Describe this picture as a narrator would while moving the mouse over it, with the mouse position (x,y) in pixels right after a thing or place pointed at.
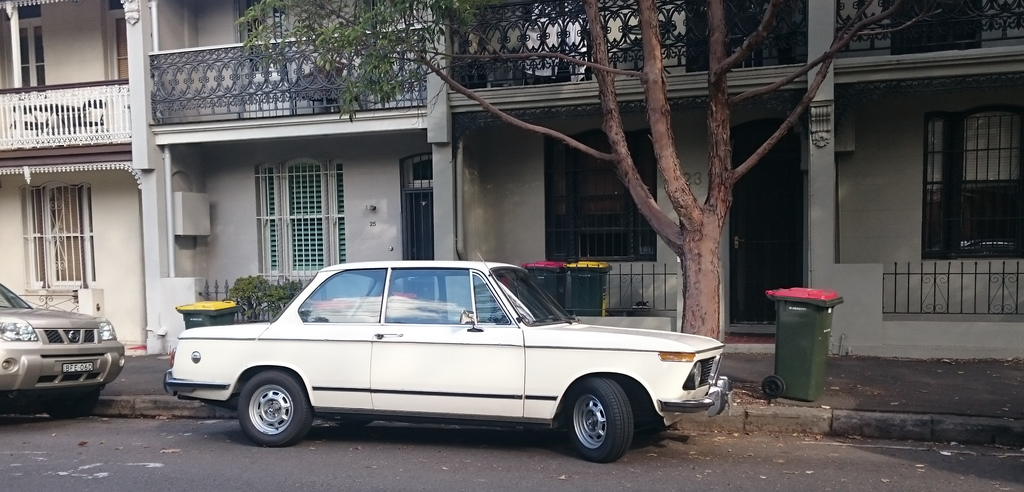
In this picture we can see vehicles (238,396) on the road (496,451), dust bins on the footpath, tree (610,112), plants (288,295) and in the background (282,280) we can see buildings (567,227) with windows (54,240), railings (120,111) and some objects (191,216).
